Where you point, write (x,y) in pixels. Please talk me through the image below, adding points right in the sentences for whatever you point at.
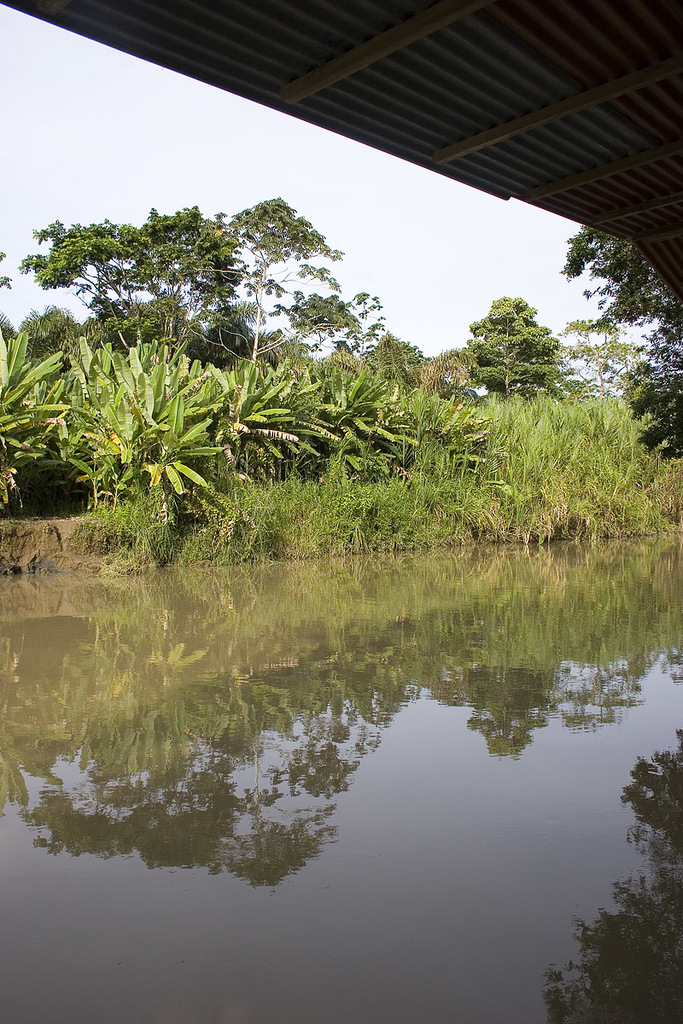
At the bottom of the picture (333,802), we see water (389,860) and this water (436,728) might be in the pond (443,895). In the middle (312,383), we see the grass (614,458) and the trees (334,357). We see the reflections (282,597) of trees (30,260) in the water (177,618). In the background (282,195), we see the sky (296,155). At the top (371,132), we see the roof (417,58) of the building (503,147).
